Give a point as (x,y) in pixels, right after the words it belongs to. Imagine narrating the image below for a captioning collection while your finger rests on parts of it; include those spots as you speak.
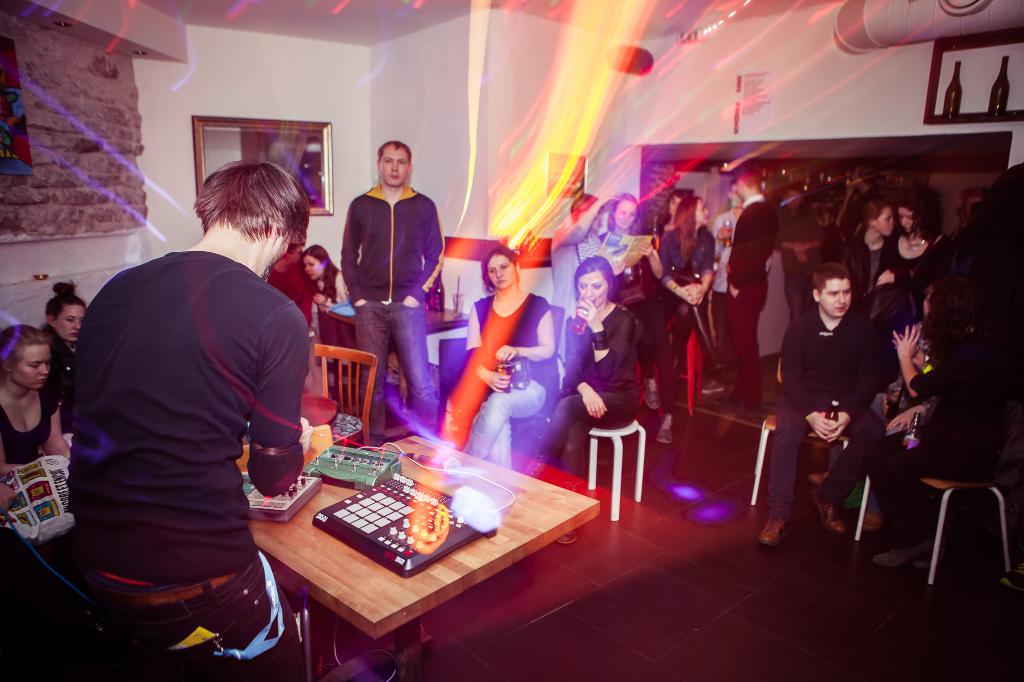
In this image there are group of persons (404,343), the persons (670,346) are holding an object (53,499), there are chairs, there is a table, there are objects (371,511) on the table (430,451), there is an object (31,497) towards the left of the image (23,486), there is the wall (466,119), there are objects (554,160) on the wall (526,142), there are bottles (958,81), there is an object (899,16) towards the top of the image (908,25), there is a tiled floor (612,618) towards the bottom of the image (659,621).
